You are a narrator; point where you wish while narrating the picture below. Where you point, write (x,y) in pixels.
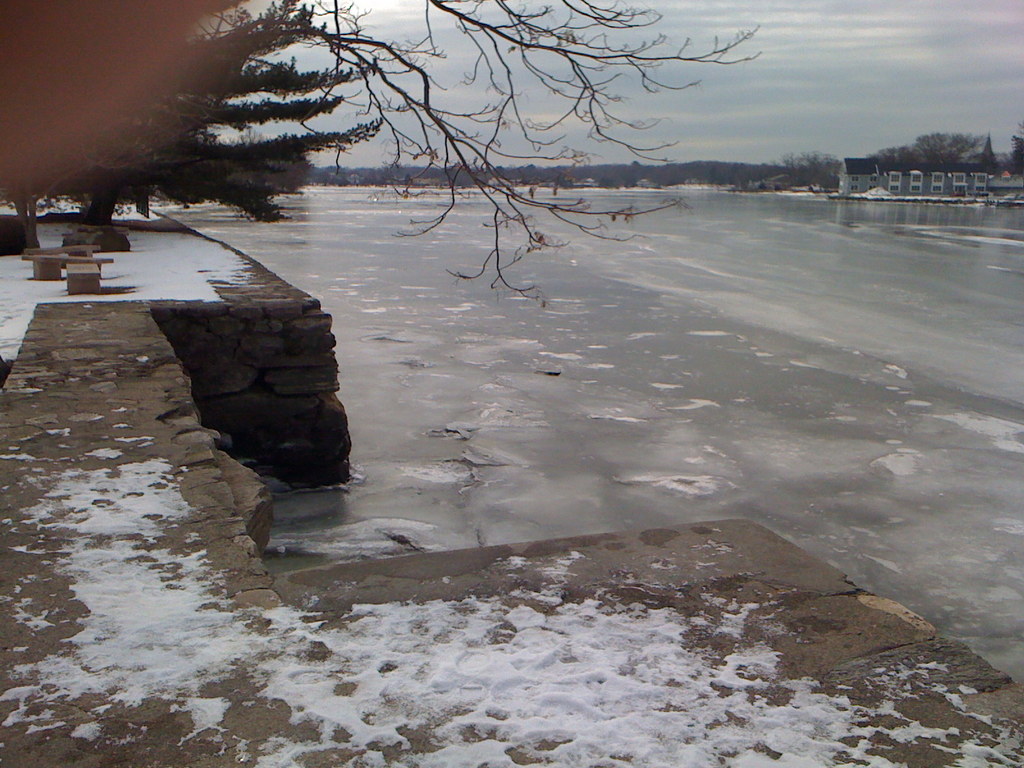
In this image in the front (296,626) there is an object (549,677) which is white in colour on the floor (529,644). In the center (678,389) there is water (742,360) and in the background (520,162) there are trees (918,139) and the sky (846,77) is cloudy and there buildings (931,184) in the background (908,184). On the left side (96,271) there are empty benches (80,272).
